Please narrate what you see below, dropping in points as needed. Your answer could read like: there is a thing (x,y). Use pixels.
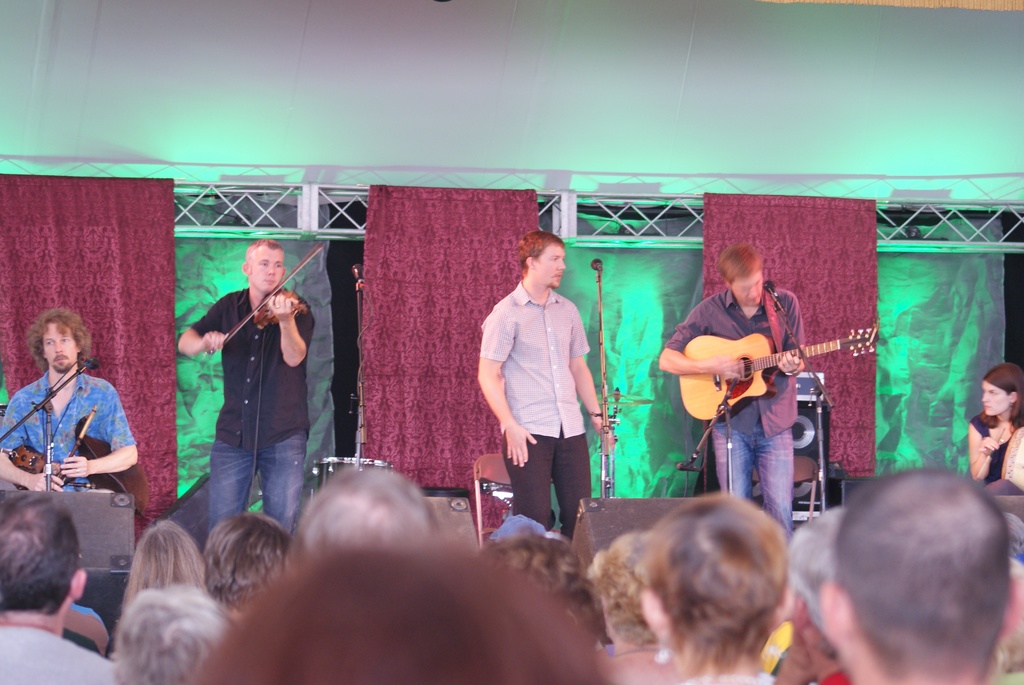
This is the picture taken on stage (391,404), there are group of people (244,381) are playing the music instruments (87,437) and singing a song. In front of these people (671,353) there are microphones (599,263) with stand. In front of these people (559,368) there are group of people (491,581). Behind of these people (287,424) there is a curtain (395,271) and screen (881,298).
